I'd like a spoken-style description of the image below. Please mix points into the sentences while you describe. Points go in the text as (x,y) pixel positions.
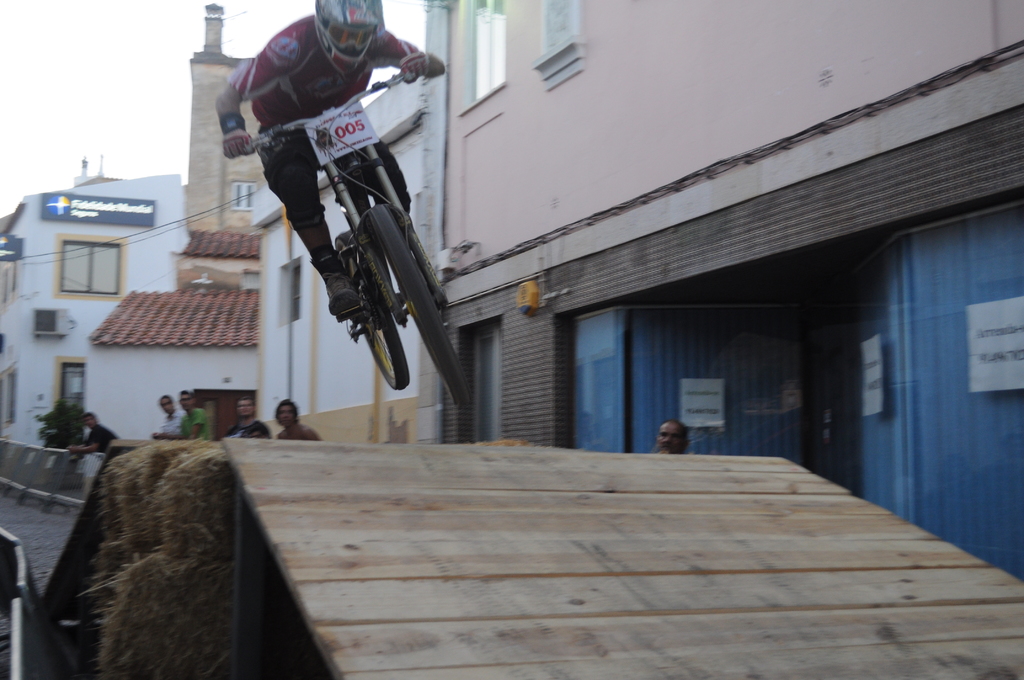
At the bottom of the image (367,545), we can see wooden platform (501,532) and grass rolls (179,539). In the foreground (343,246), we can see a person (314,94) and a vehicle (377,237). In the background (205,242), we can see buildings (252,311), barriers (61,464), plants (65,438), boards (112,207) and people (283,430). At the top of the image (187,43), we can see the sky (147,43).
